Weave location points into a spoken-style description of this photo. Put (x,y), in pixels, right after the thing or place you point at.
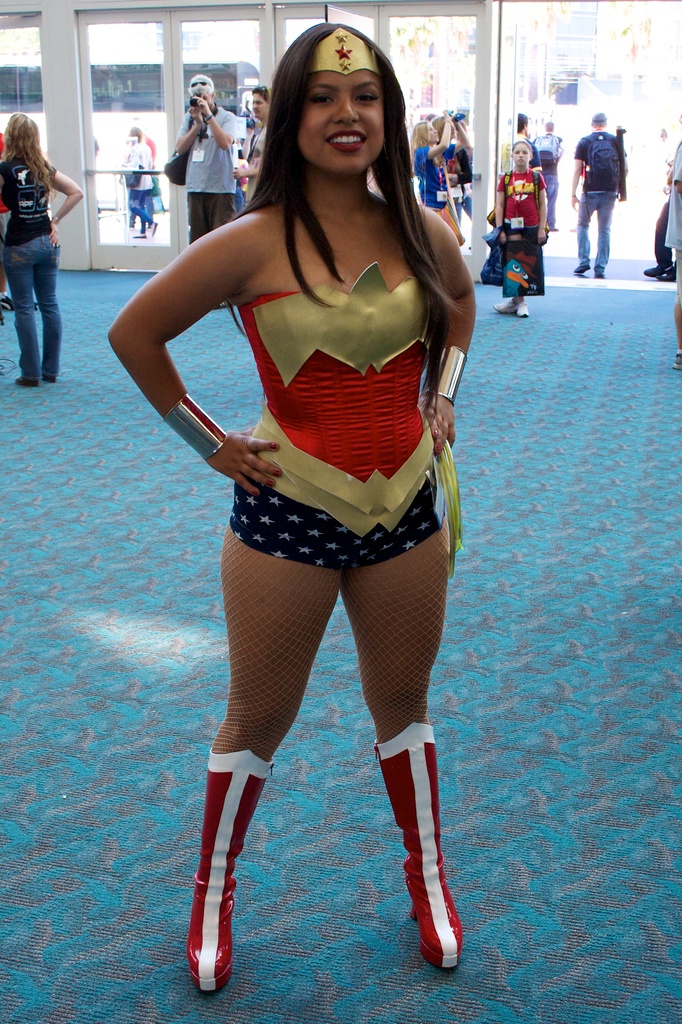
In this image I can see a woman (393,668) is standing, at the back side (201,111) there are few people (16,258).
